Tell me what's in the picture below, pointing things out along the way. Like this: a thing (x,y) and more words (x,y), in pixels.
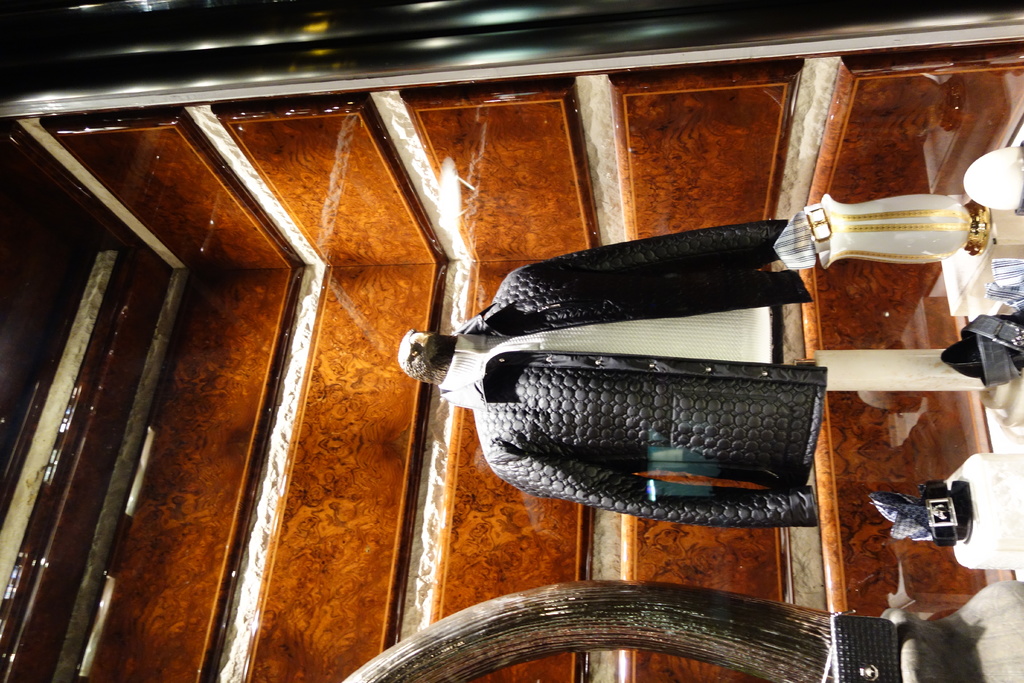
In this image we can see a jacket (632,404), belts (986,358) and things (851,229).
